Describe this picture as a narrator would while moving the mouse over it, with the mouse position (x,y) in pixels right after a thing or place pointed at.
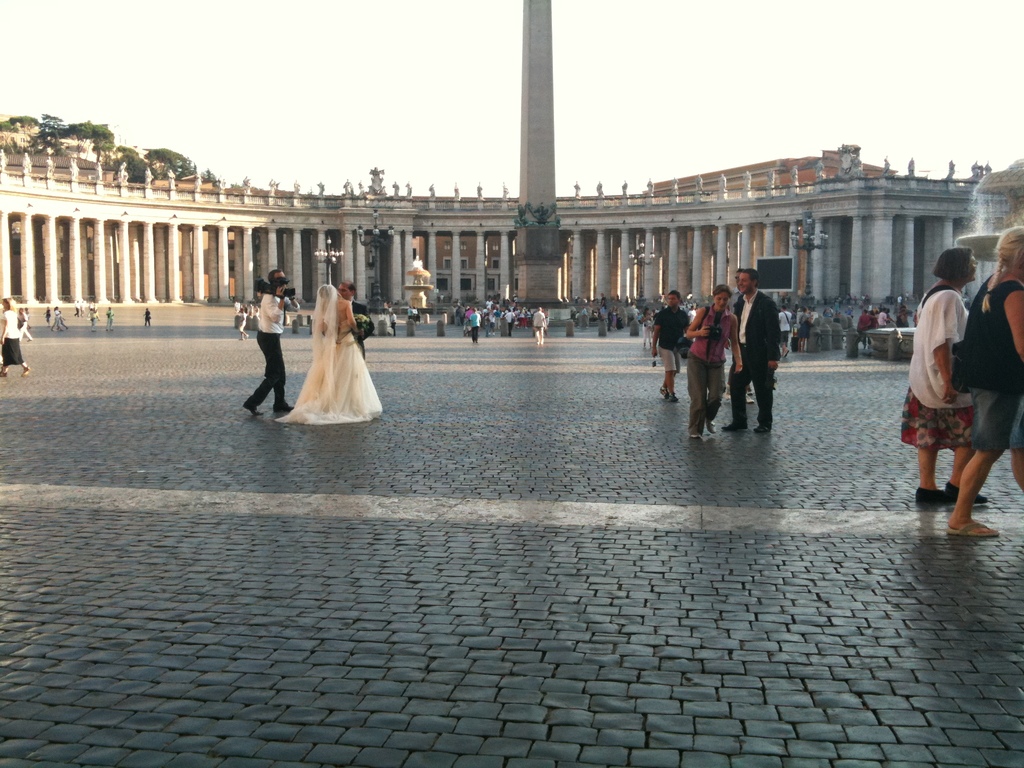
In the center of the image (665,341) there are people (984,431) on the pavement (656,416). In the background of the image (577,203) there is a building (32,185) with pillars (881,285). There is a tower (518,235). There are trees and sky (366,113).
